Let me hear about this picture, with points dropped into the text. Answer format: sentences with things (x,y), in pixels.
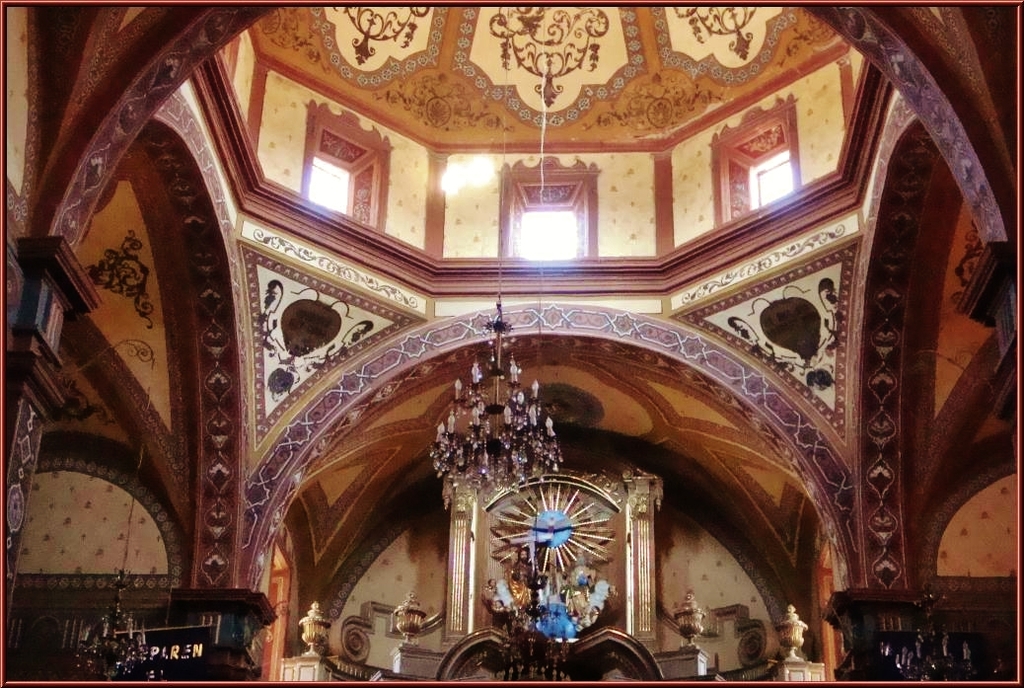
This is a picture of inside of a building (782,215), in this image in the center (534,384) there are statues (523,574) and some objects (793,611) and there are chandeliers (433,445), wall (82,564), lights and on the wall (381,328) there is art (479,327) and there are windows (582,211). At the top (690,82) there is ceiling (414,87), and on the right side (898,574) and left side (31,319) there are pillars (82,299) and also there are objects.
